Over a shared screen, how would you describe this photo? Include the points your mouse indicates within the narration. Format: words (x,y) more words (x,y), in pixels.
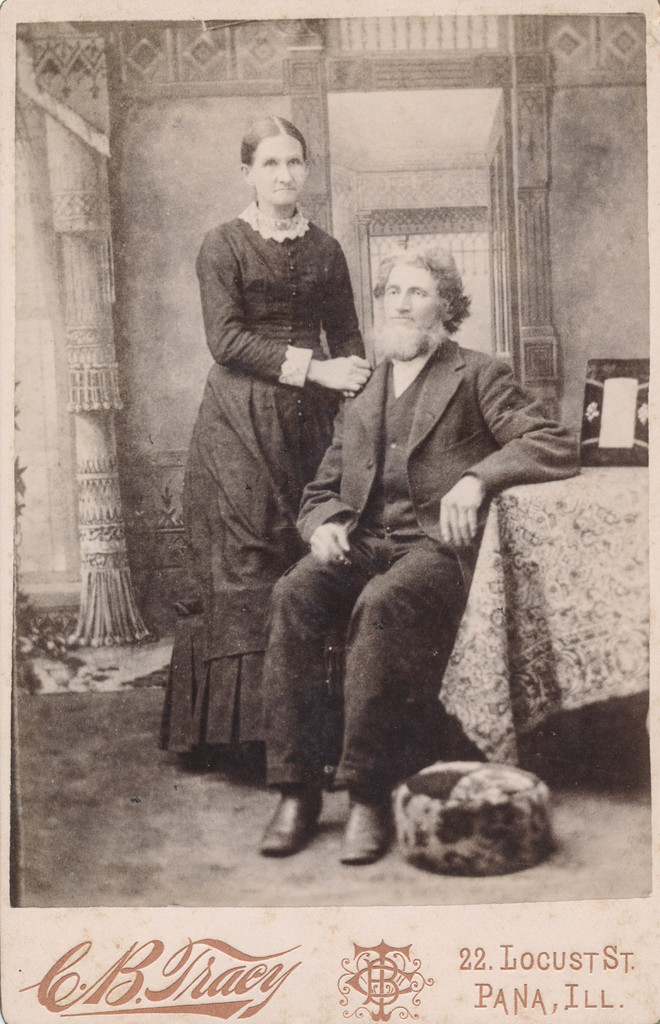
In the picture we can see a black and white photograph of a man (386,753) who is sitting on the chair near the table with a tablecloth (541,582) on it and we can see a photo frame (611,361) and beside a man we can see a woman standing and she is also wearing a black dress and in the background (70,216) we can see a wall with some curtains (47,242).
